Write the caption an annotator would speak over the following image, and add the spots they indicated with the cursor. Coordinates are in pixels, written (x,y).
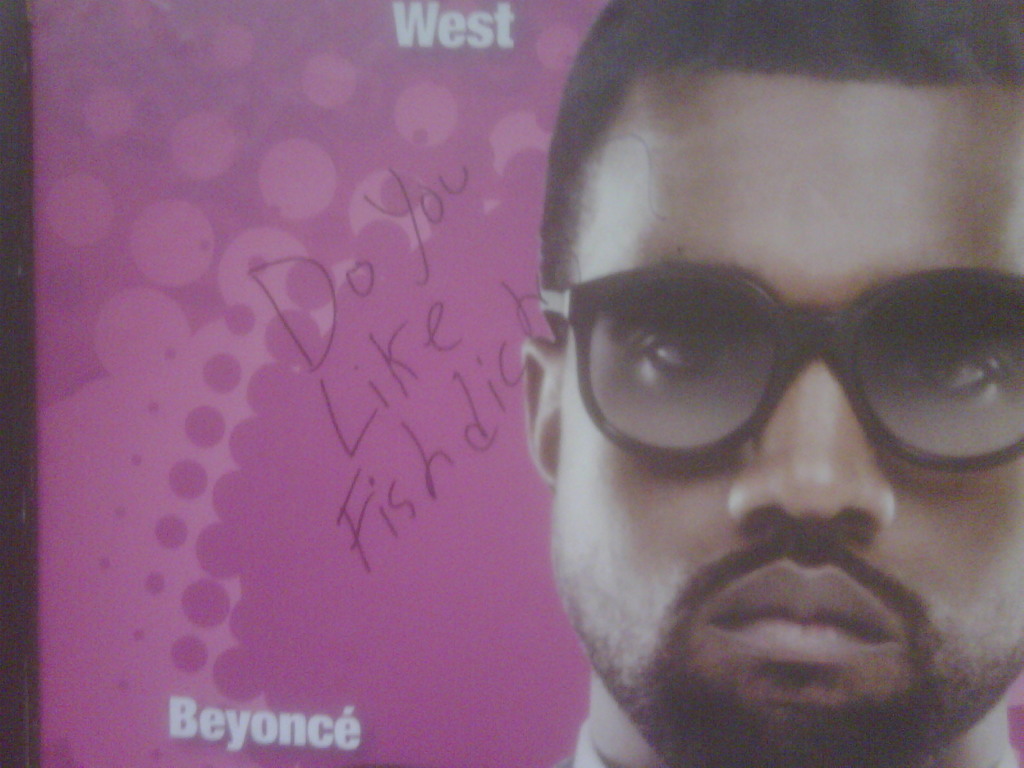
On the right side (878,707), there is a person (880,710) wearing a spectacle (778,333). On the left side (272,735), there are white and other colored texts (278,269) and designs (289,194) on the poster (476,138). And the background (465,596) is pink in color.
